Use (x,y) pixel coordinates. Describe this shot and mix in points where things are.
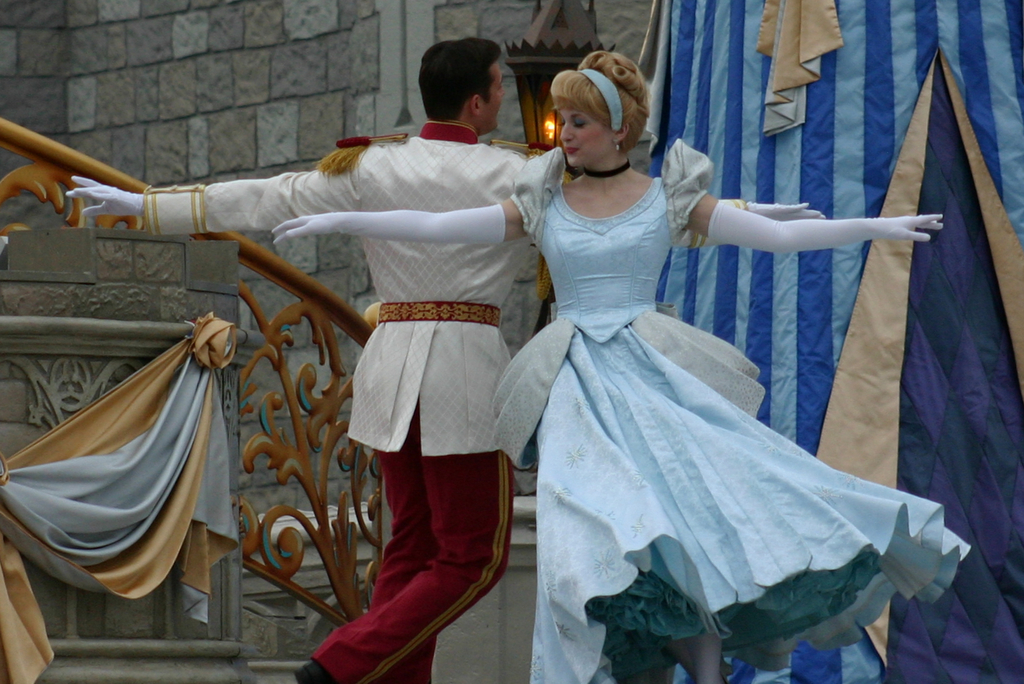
In this image there is a couple (616,207) dancing, behind them there is a tent (745,112) and on the other side of the image there are stairs (186,394) of a building (186,150), beside the tent (723,48) there is a lamp (540,110).
